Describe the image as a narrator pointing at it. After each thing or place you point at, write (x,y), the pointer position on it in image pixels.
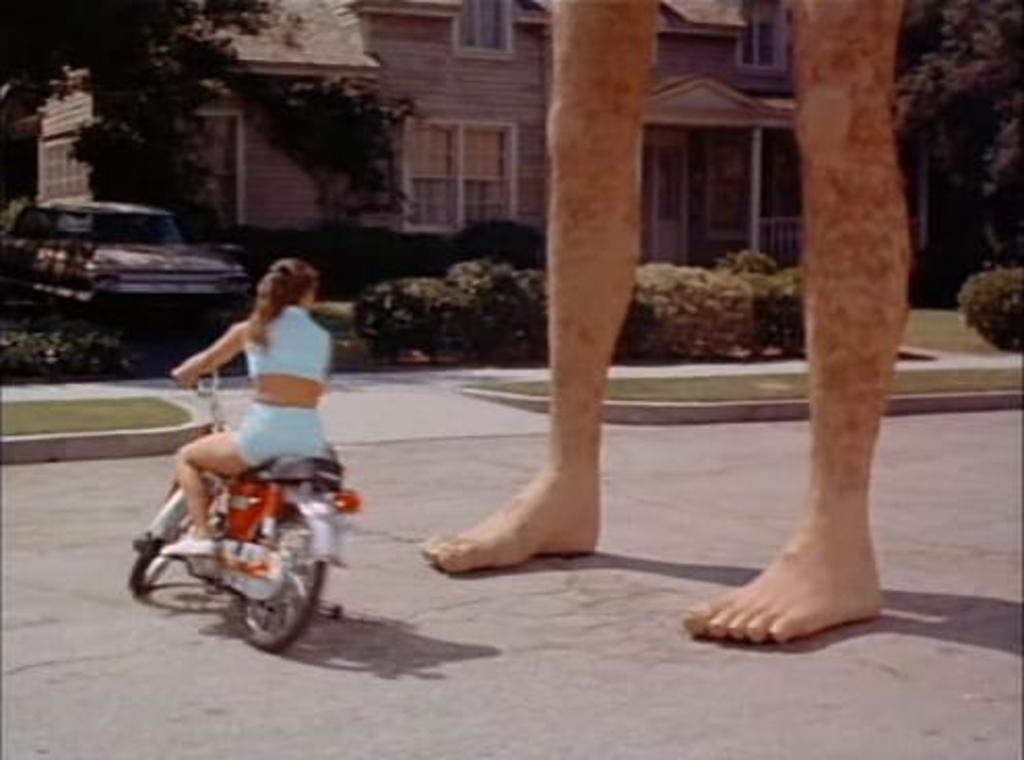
In this image we can see a lady (207,535) is riding the bike (283,579) on the road (335,572). we can see a giant legs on the right side of the image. In the background of the image (286,101) we can see a building (271,184), car (80,241) and trees (95,20).
